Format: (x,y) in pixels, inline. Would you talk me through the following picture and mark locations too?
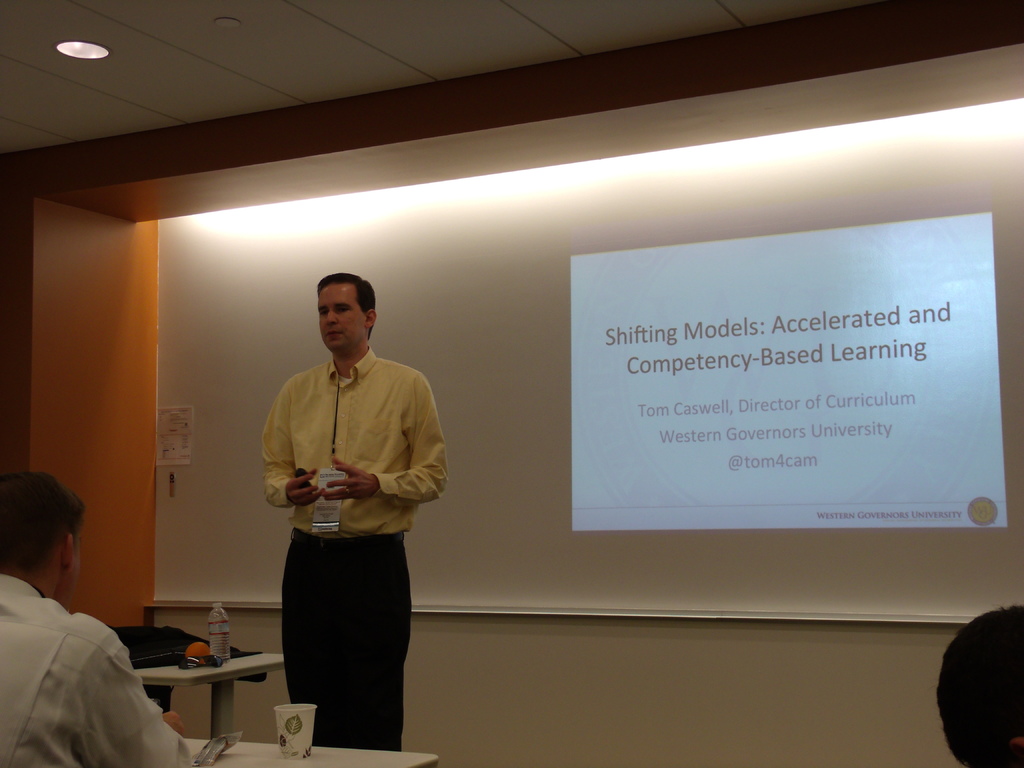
It is a closed room (384,505) where at the center (419,429) left of the picture (331,517) one person (344,550) is standing in yellow shirt (397,440) and wearing id card (333,465) beside him there is a table (221,674) and bottle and a bag (156,647) on it, in front of him there is a person (116,718) sitting on the chair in front of the table (310,764) and a cup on the table (312,760), at the right corner of the picture (966,514) there is screen (880,491) where text (643,326) is written, behind the person (409,418) there is a big wall (171,221).
